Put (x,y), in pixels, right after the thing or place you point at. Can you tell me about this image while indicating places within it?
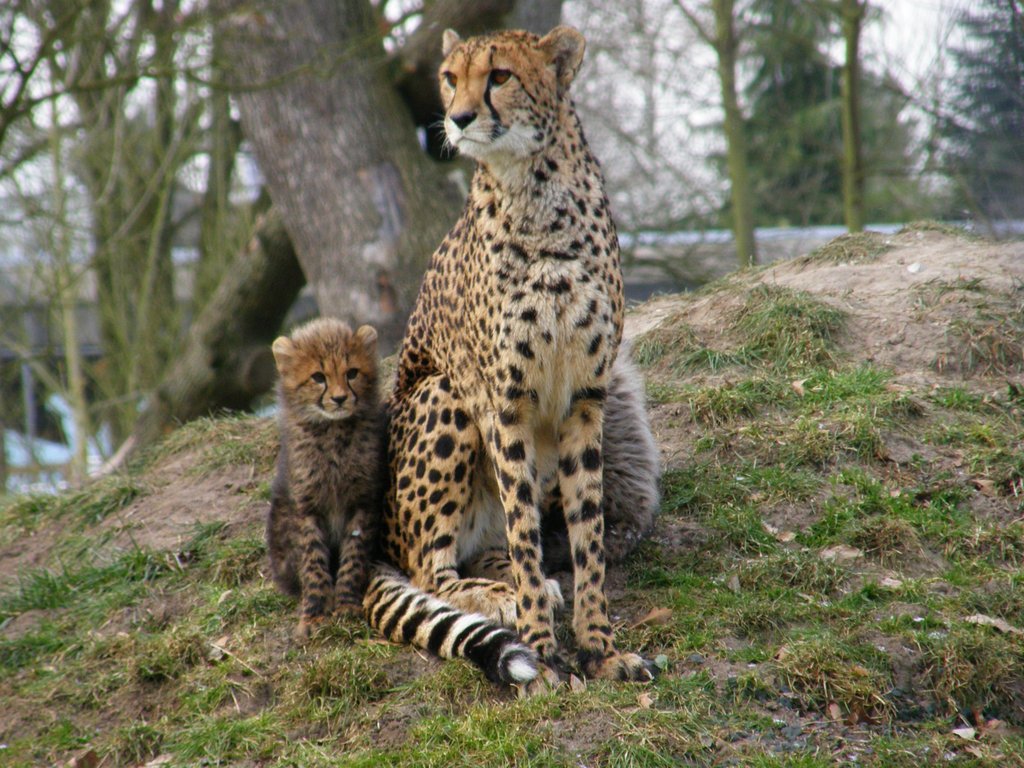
In the foreground (515,492), I can see two animals (423,463) on grass (619,620). In the background (253,374), I can see trees (260,315), water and the sky (678,179). This picture might be taken in a forest (16,399).
